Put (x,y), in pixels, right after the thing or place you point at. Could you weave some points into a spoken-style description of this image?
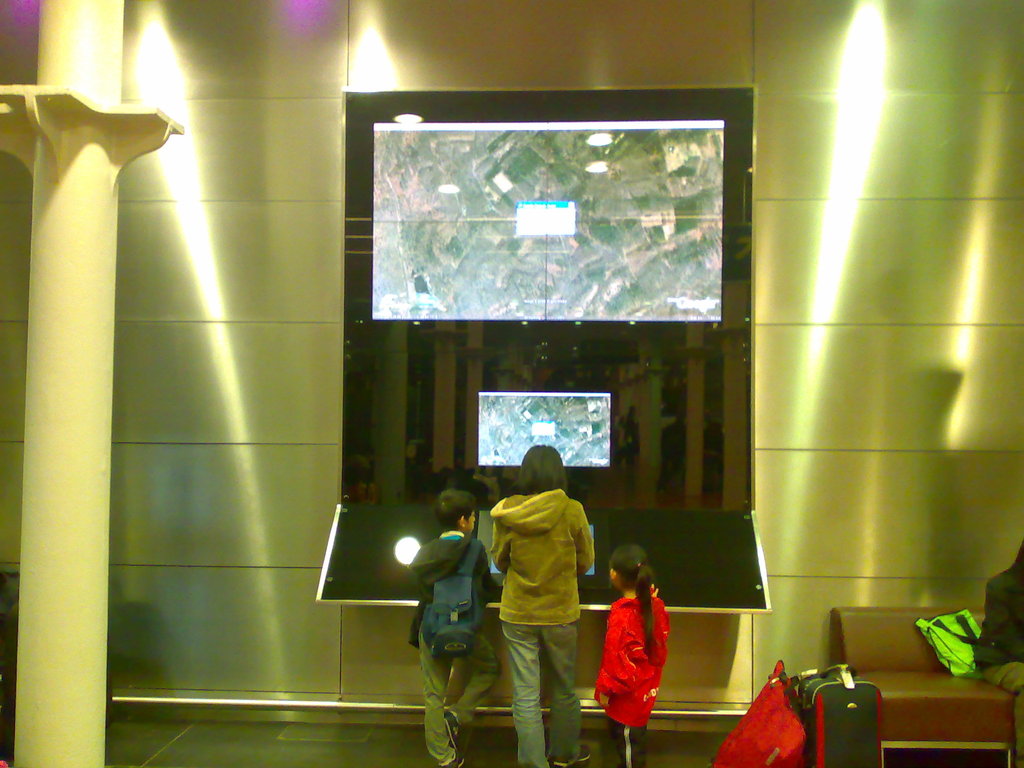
In the center of the image (477,267) we can see a display screen (572,282). We can also see a person (548,601) with two kids (637,619) standing on the floor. On the right (1007,651) we can see a person (1005,634) sitting on the sofa (965,684). Image also consists of bags (471,609), pillar (102,260) and also lights (160,41).
